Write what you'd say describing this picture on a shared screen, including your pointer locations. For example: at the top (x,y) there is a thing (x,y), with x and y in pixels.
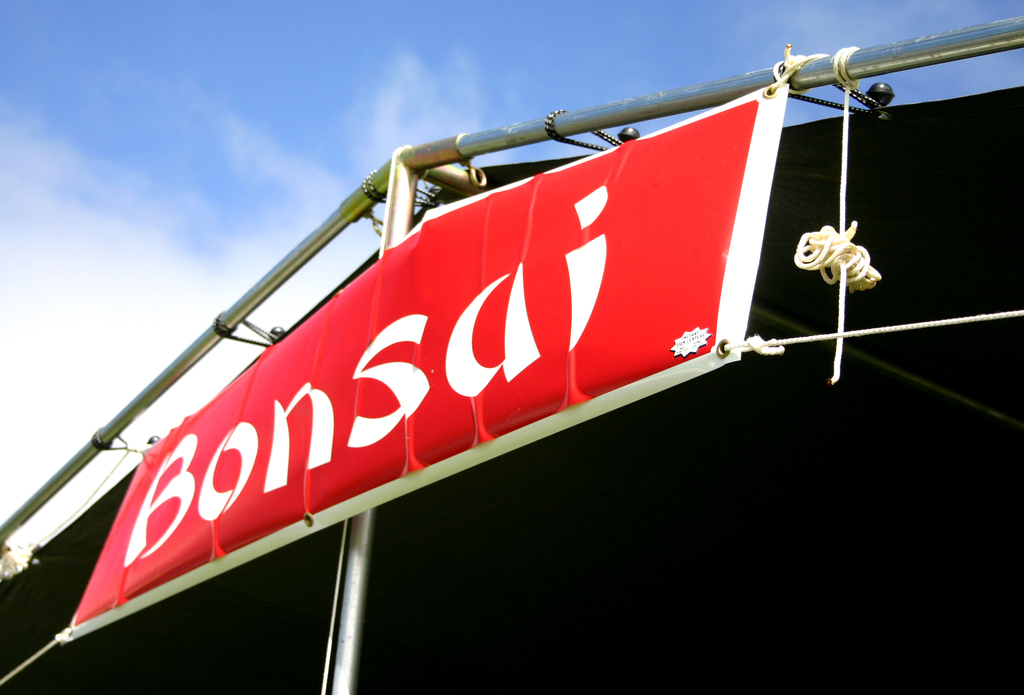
In this image we can see a banner (660,309), ropes (850,261), rods (315,243) and other objects (258,341). In the background of the image (219,364) there is a shed (708,572) and the sky (264,118).
